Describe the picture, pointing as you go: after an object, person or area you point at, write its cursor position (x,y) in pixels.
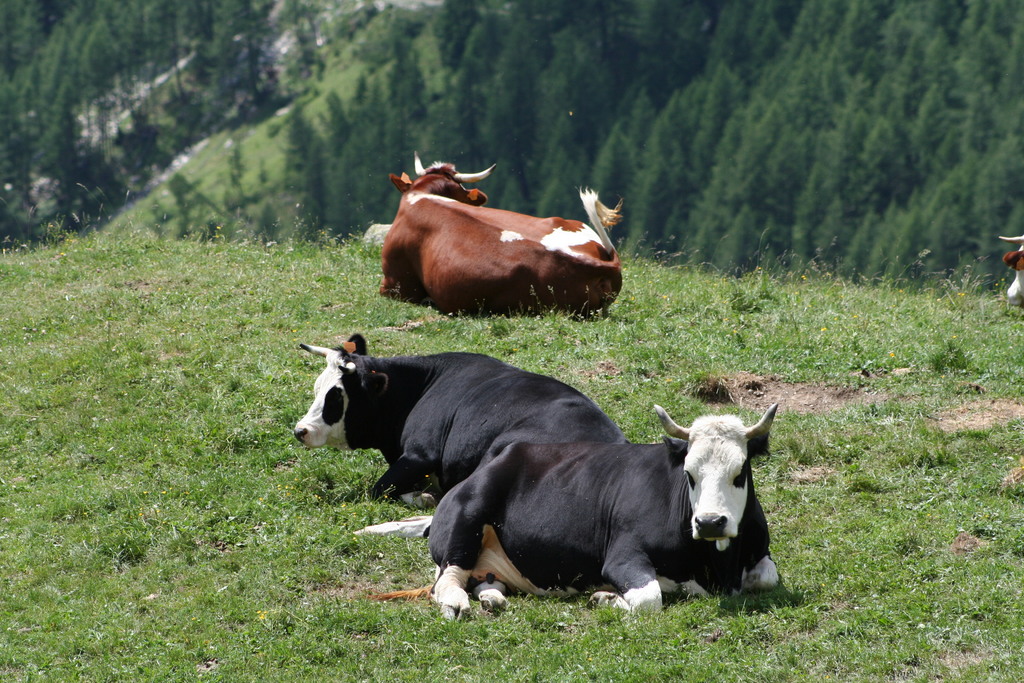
In the image there are three bulls (457,534) sitting on the grassland (501,331) and in the back (777,141) there are trees (456,109) on the hill (278,113).
